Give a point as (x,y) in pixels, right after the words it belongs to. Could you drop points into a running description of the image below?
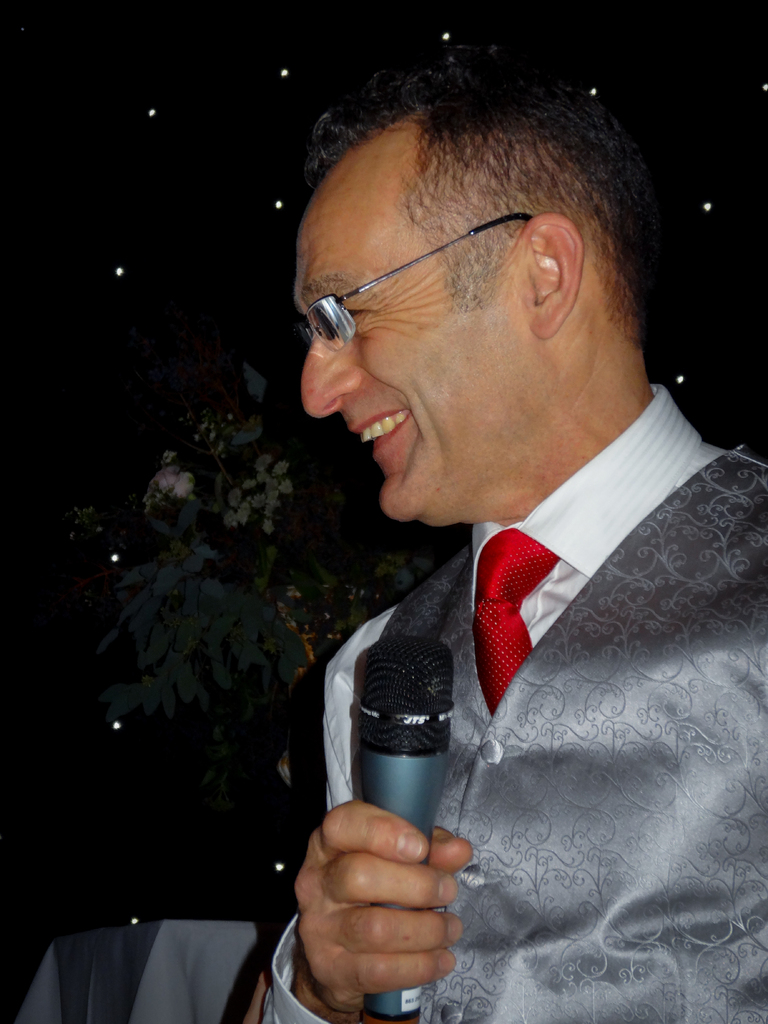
In the image a man (579,740) holding a mic (395,707) is smiling. He is wearing a vest coat (633,663) and glasses (347,326). In the background (266,573) there is tree (258,629).
